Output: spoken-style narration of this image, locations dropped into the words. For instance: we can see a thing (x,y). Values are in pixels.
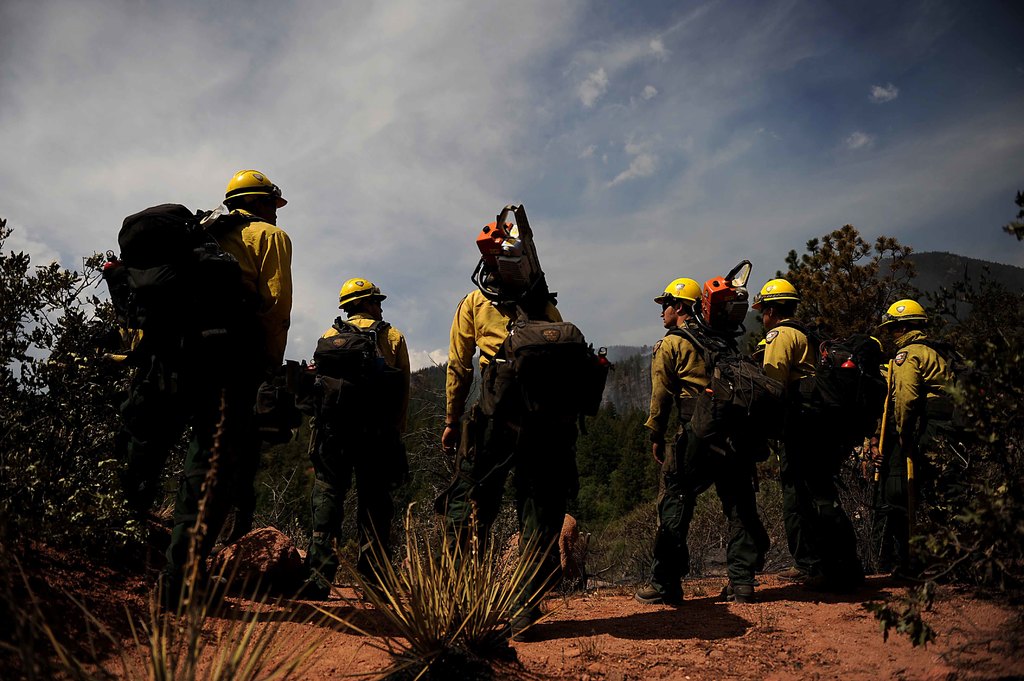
In this image we can see men (842,455) standing on the ground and wearing backpacks (505,378). In the background (862,141) there are hills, trees (604,467), shrubs (383,592), stones (214,549) and sky (536,72) with clouds (691,245).
